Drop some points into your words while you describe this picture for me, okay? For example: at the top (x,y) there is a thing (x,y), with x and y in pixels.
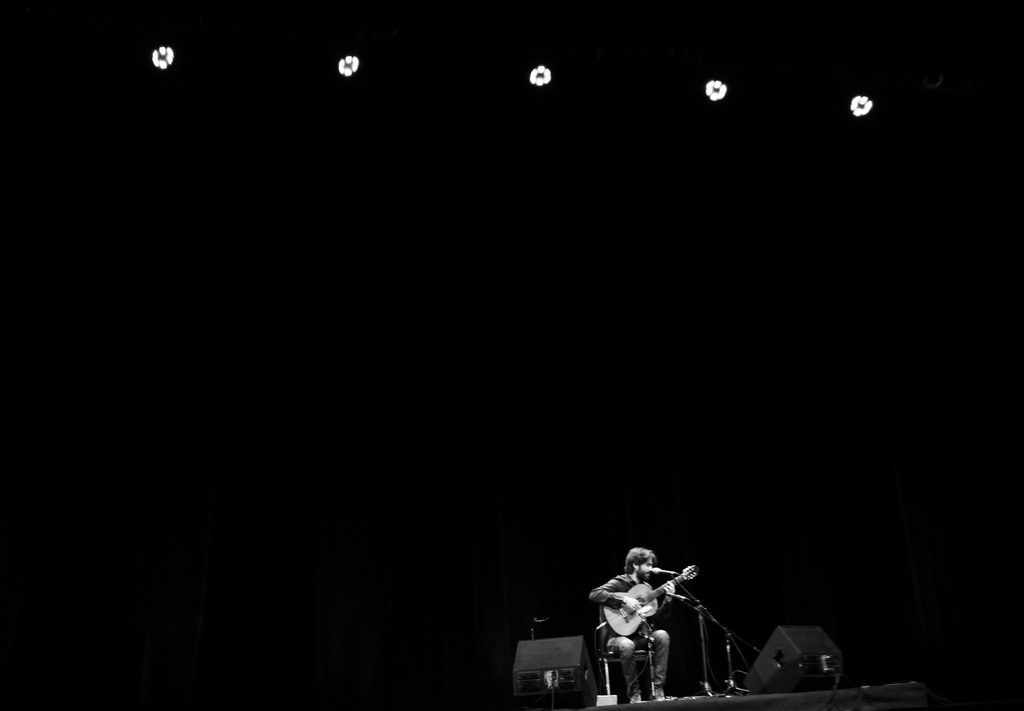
On top (171,60) there are focusing lights (351,60). This person (663,636) is sitting on chair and playing guitar (640,599) in-front of mic (671,572).
